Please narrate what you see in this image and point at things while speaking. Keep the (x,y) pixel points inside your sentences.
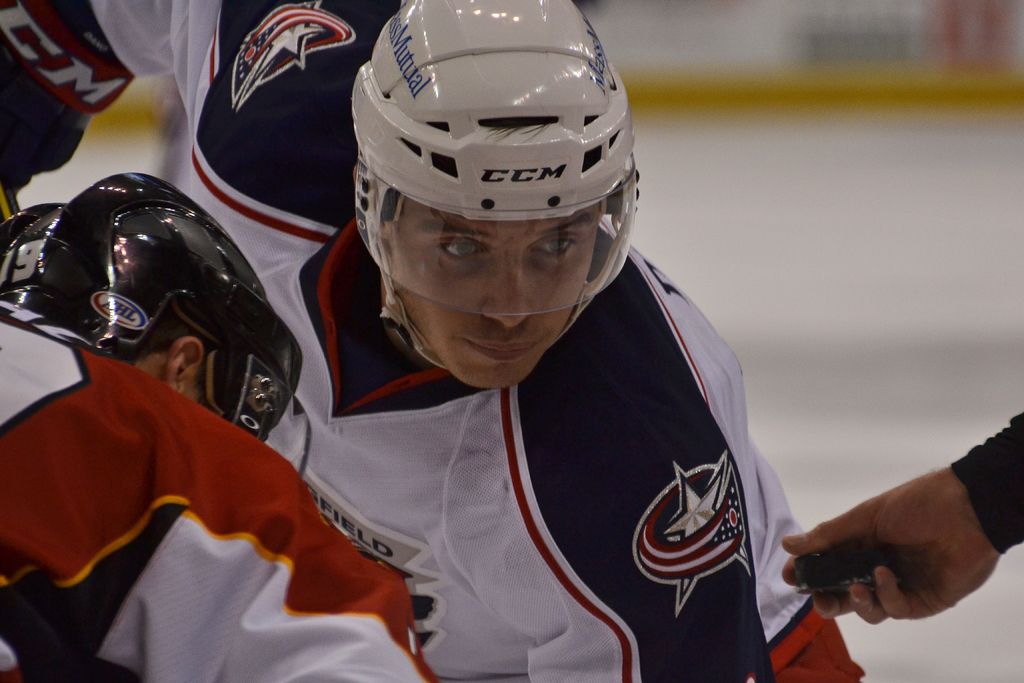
In this image in front (560,232) there are two persons (323,315) wearing a helmet (496,175). Beside them we can see a hand (884,525) of a person (884,525) holding some object (847,566) and the background of the image (963,184) is blur.
